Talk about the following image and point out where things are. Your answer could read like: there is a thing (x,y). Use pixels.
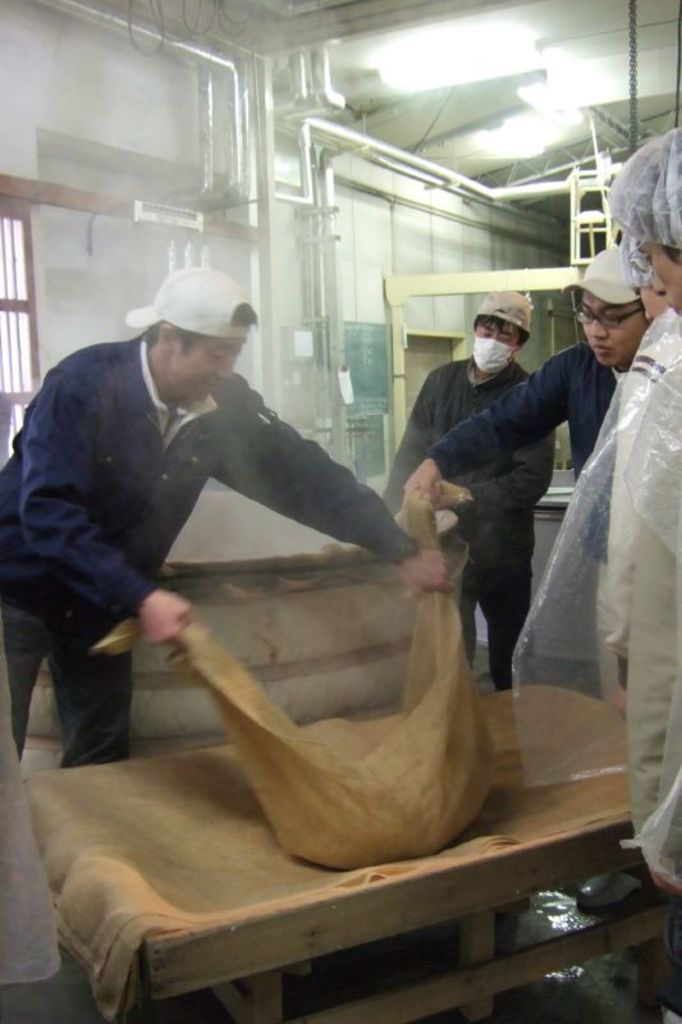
In this picture we can see there are two people (40,530) holding an item (424,760) and other people (505,513) standing on the path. In front of the people (636,444) there is a wooden object (314,944). Behind the people (49,500) there is smoke (354,239), a wall (345,220) with pipes (241,180) and a board (361,355).
